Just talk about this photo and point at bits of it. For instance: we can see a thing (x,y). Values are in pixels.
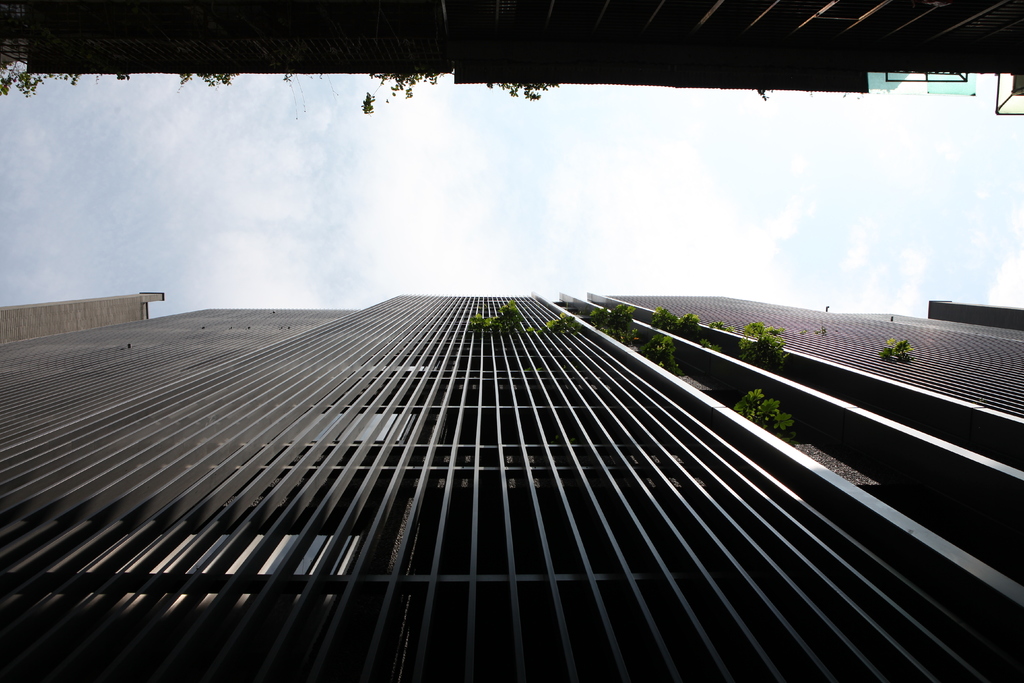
These are buildings (676,538) and plants (621,337), this is a sky (524,247).
